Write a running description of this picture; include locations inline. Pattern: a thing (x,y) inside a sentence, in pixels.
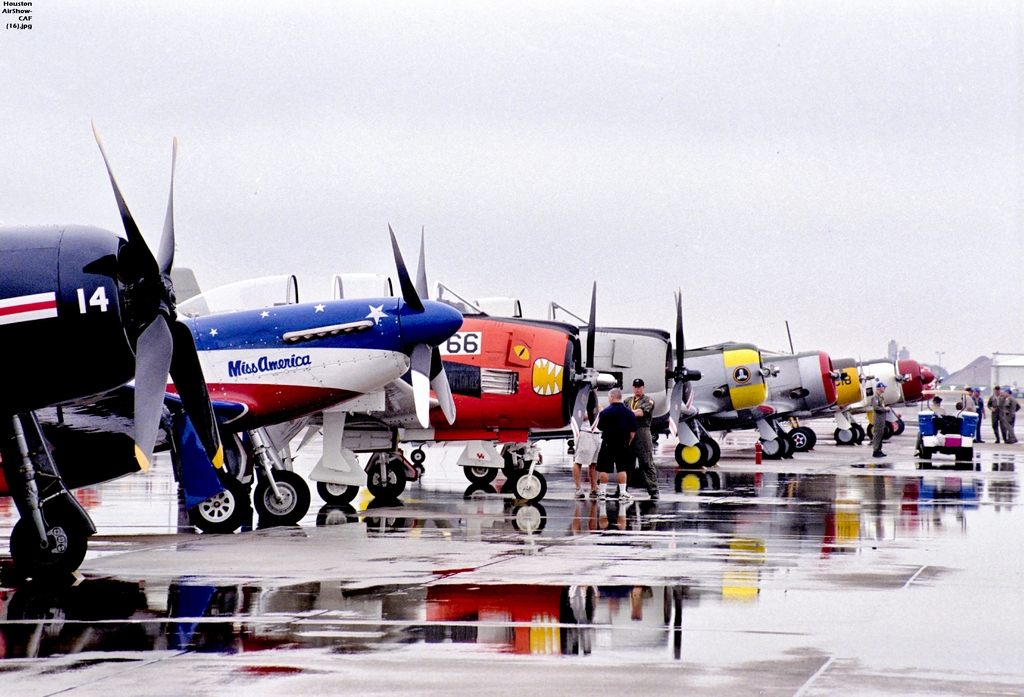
In this image we can see the people (617,436) standing on the ground (646,528). And we can see a vehicle (959,431). There are airplanes (911,393) on the ground (976,477). In the background (485,90), we can see the sky (535,104).
